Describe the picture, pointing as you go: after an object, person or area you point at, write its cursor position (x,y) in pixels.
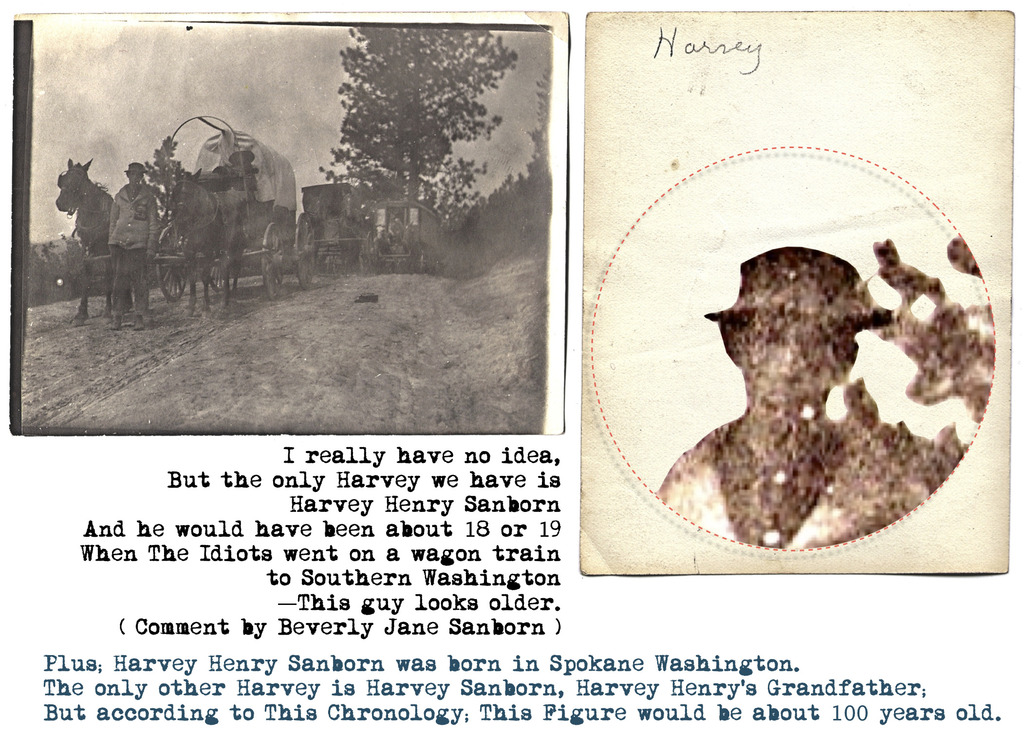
The picture is a page (460,378) with two photos (621,520). At the bottom (377,573) there is text (451,559). On the right (908,330) there is a photograph (751,230). On the left (287,268) in the photograph (342,243) there are horse carts (390,207), trees (453,212), road (135,368) and people (133,211) and horses (180,199).
